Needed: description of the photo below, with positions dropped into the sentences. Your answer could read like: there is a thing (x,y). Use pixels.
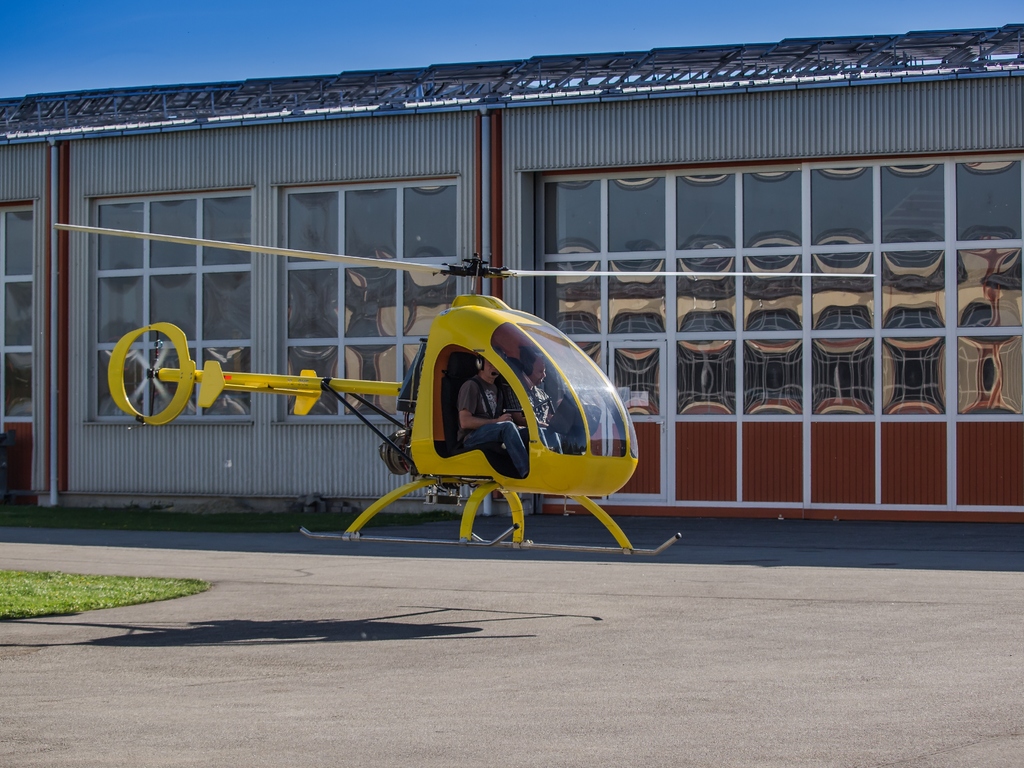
In the foreground (423,463), I can see grass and a helicopter (405,423) in the air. In the background (947,367), I can see a building (964,382), windows (641,242) and the sky (273,31). This picture might be taken in a day.
